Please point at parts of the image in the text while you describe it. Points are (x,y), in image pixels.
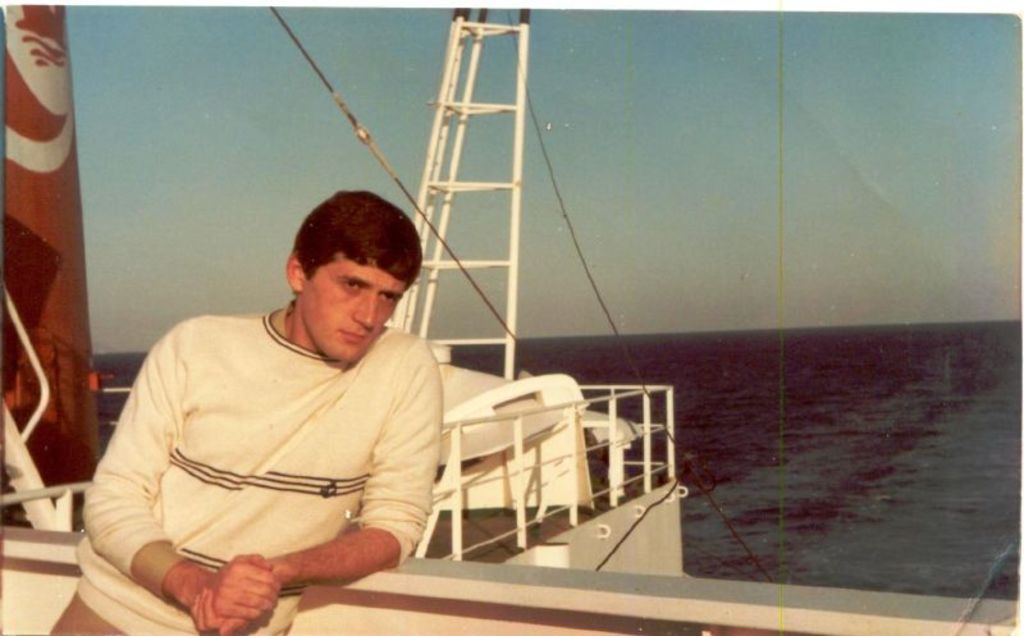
In the foreground of this image (253,518), there is a man (277,410) standing and it seems like he is standing on a ship (545,603) where we can see railing (515,427), few rod structures (451,182), ropes (552,173) and an object (52,203) on the left (26,189). In the background (841,403), there is water (888,378) and the sky (752,118).
